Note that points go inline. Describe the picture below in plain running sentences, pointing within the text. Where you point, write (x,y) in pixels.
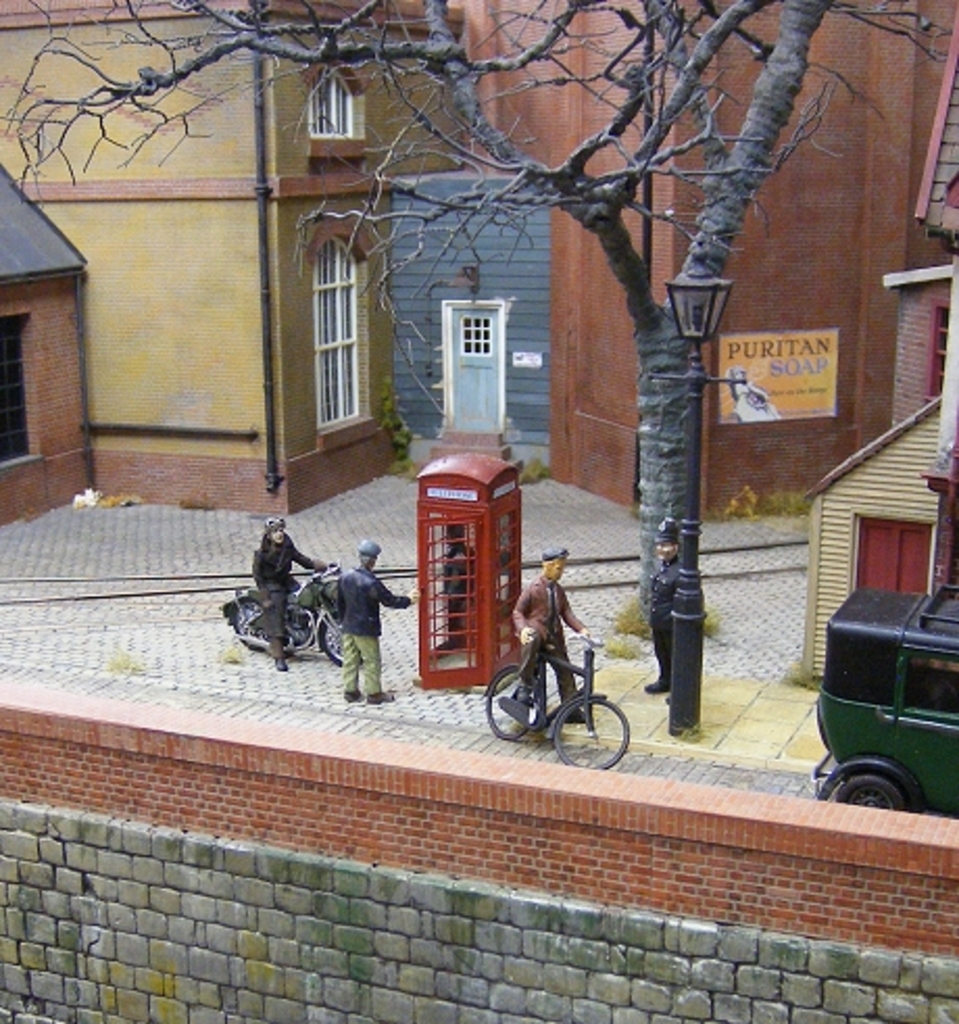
In this image at the bottom (15,721) we can see the wall (220,896). There are statues (360,573) of few persons (349,579) and among them a person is sitting on a bike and another person (569,611) is holding bicycle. In the background (574,302) there are buildings (588,292), windows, doors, board (833,344) on the wall (731,315) and a tree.
